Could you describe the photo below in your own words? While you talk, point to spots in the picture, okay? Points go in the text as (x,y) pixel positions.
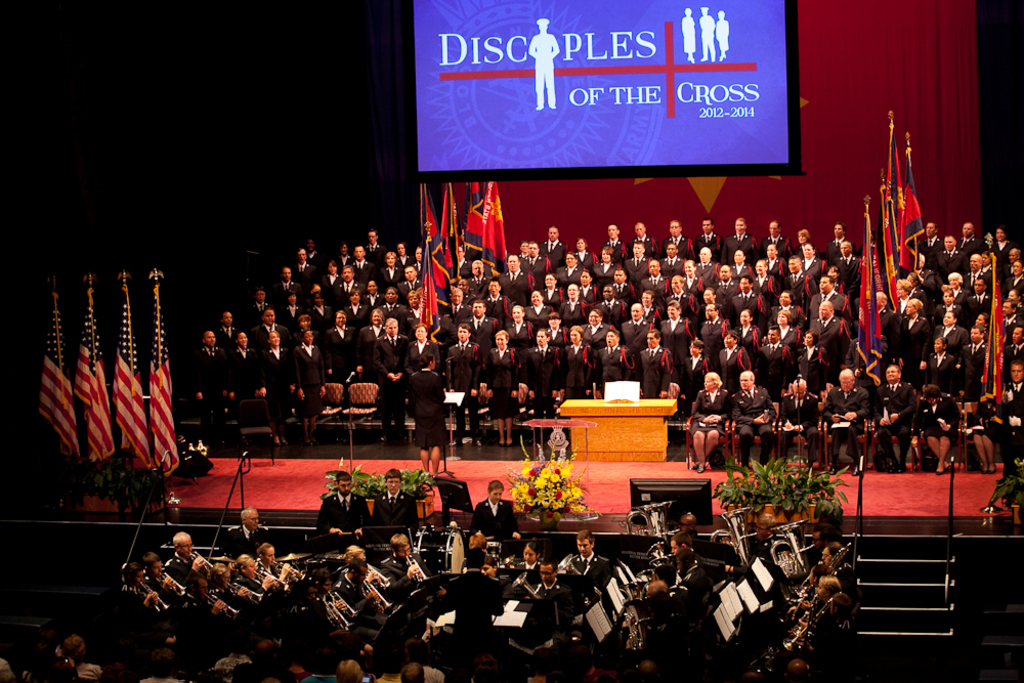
In this image we can see a few people (577,396) on the stage (624,482), among them some people (524,282) are standing and some people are sitting on the chairs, also we can see some people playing the musical instruments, there are some flags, potted plants (554,501) and some other objects (639,484) on the stage (612,475), in the background (808,44) we can see a projector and the curtain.
